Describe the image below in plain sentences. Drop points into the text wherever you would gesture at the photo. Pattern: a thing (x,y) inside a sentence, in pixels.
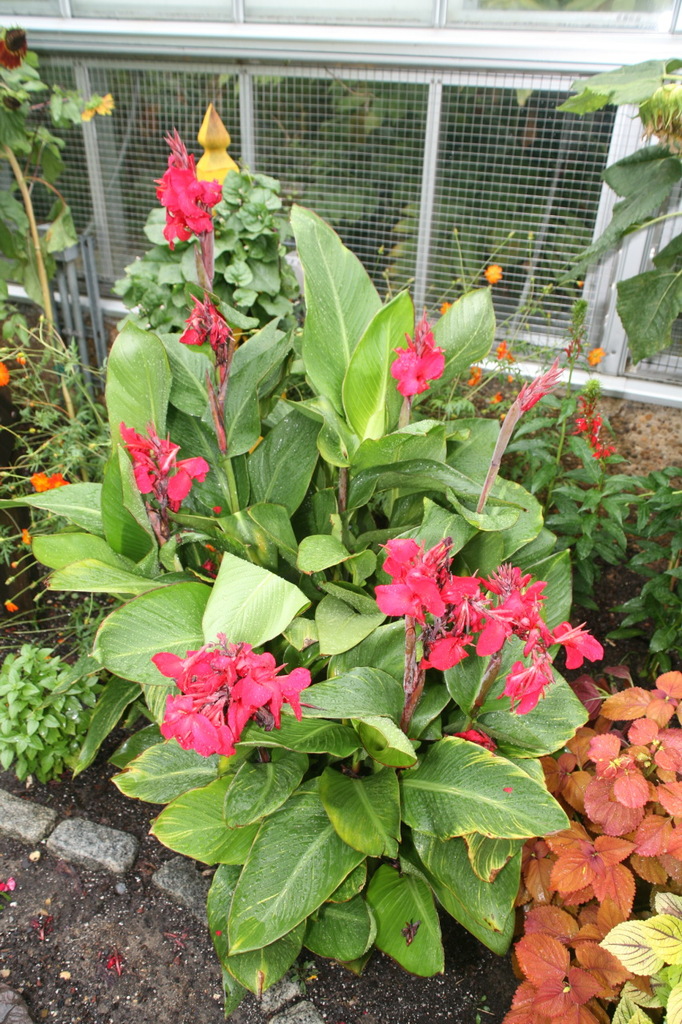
In this picture we can see there are plants (147,344) with flowers (477,620) and in front of the plants (326,730) there are stones (9,818). Behind the plants (197,420), it looks like the wire fence (457,113).
